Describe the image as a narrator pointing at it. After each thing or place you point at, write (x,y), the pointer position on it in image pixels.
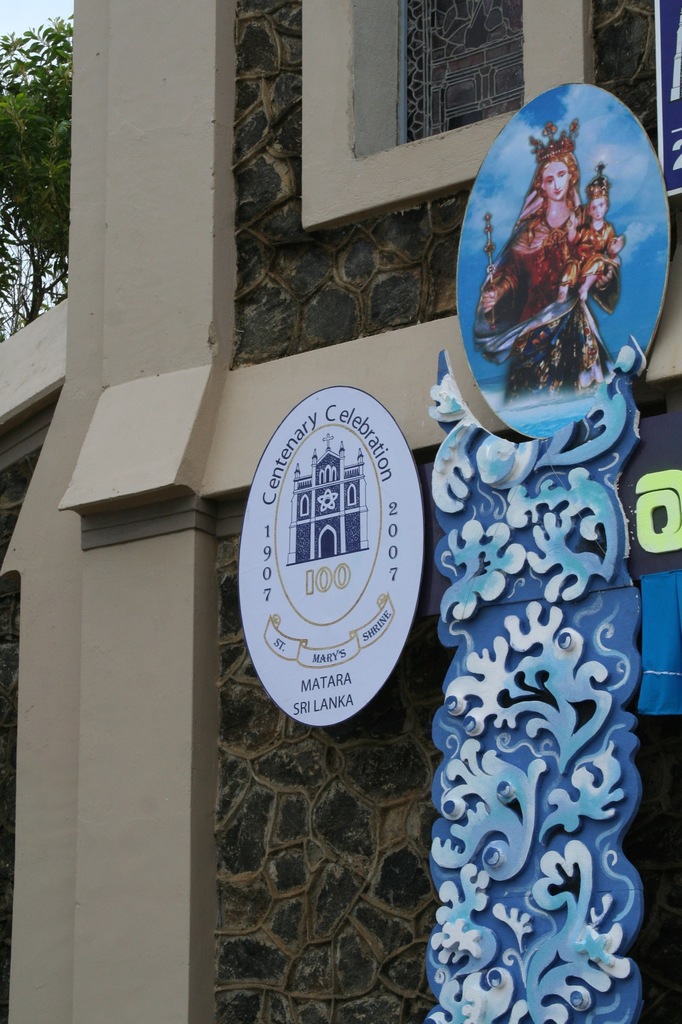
In this image there is a building (387,766) and we can see boards (397,597) placed on the building (437,14). In the background (49,232) there is a tree (39,100) and sky (30,15).
